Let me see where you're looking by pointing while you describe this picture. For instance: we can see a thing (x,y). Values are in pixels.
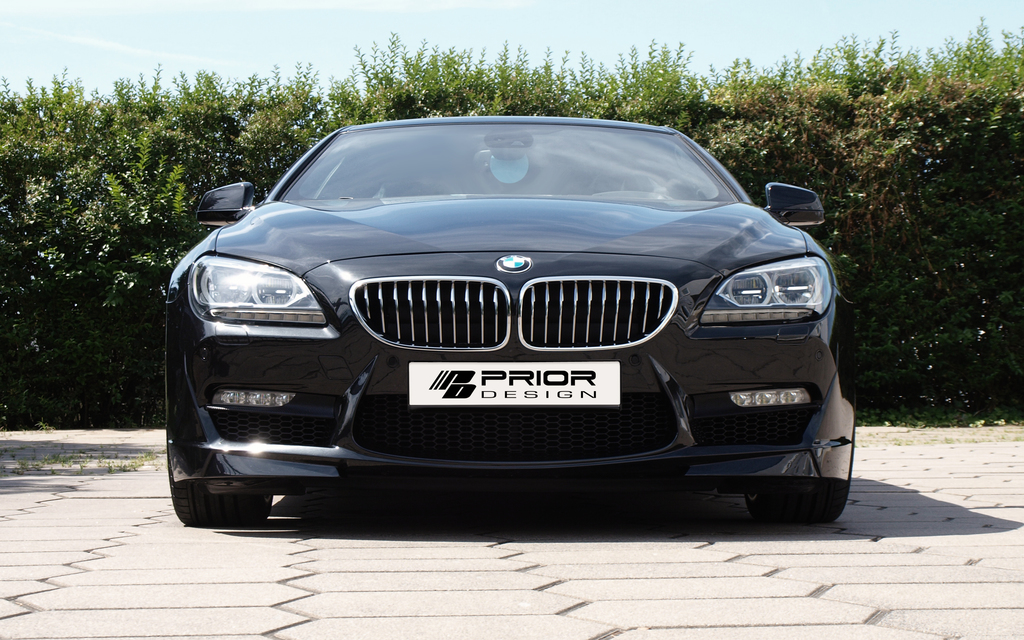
In this picture I can see the path (503,540) on which there is a black color car (381,322) and I see a number plate (584,364) on which there are words (562,371) written and I can see a logo (509,262). In the background (23,295) I can see the bushes (709,118) and the sky (571,38).
